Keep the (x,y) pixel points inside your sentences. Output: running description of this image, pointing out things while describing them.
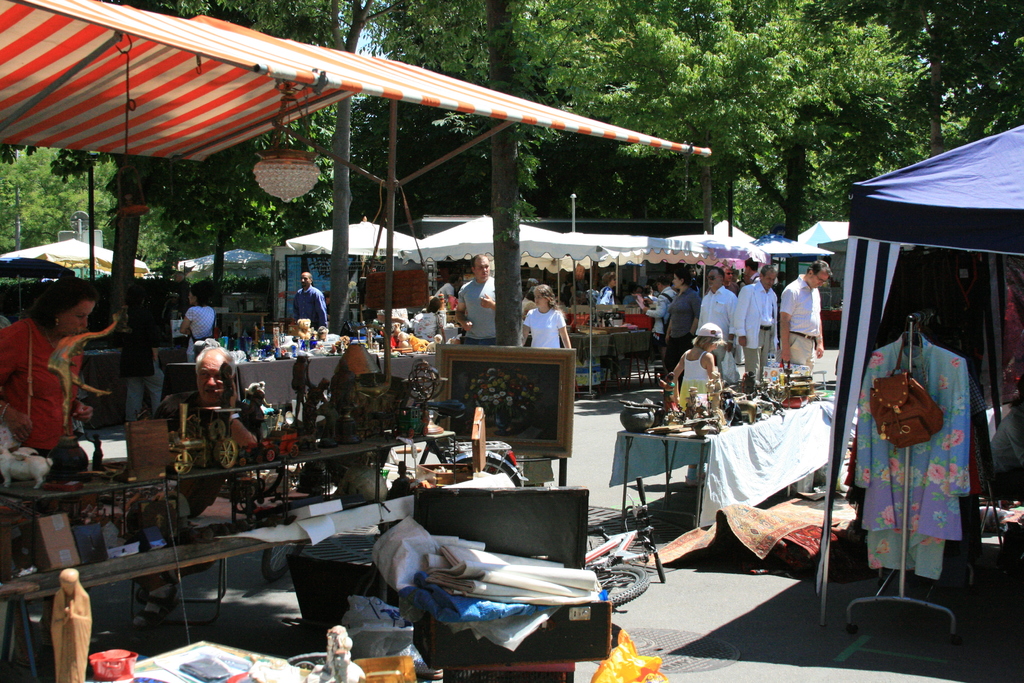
In this image in the front (467,634) there are objects (335,617) like statues (65,658), papers (227,669), clothes (425,565) and suitcase (536,533). In the center (680,349) there are persons (482,331) standing, sitting and walking and there is a table (666,437), on the table (751,411) there are antiques (734,406). On the right side (988,240) there is a tent (990,253) and under the tent (978,250) there are clothes (952,412) hanging. In the background (469,256) there are tents (572,260) and there are trees (615,168). On the top (278,170) there is a chandelier (300,170) hanging.
